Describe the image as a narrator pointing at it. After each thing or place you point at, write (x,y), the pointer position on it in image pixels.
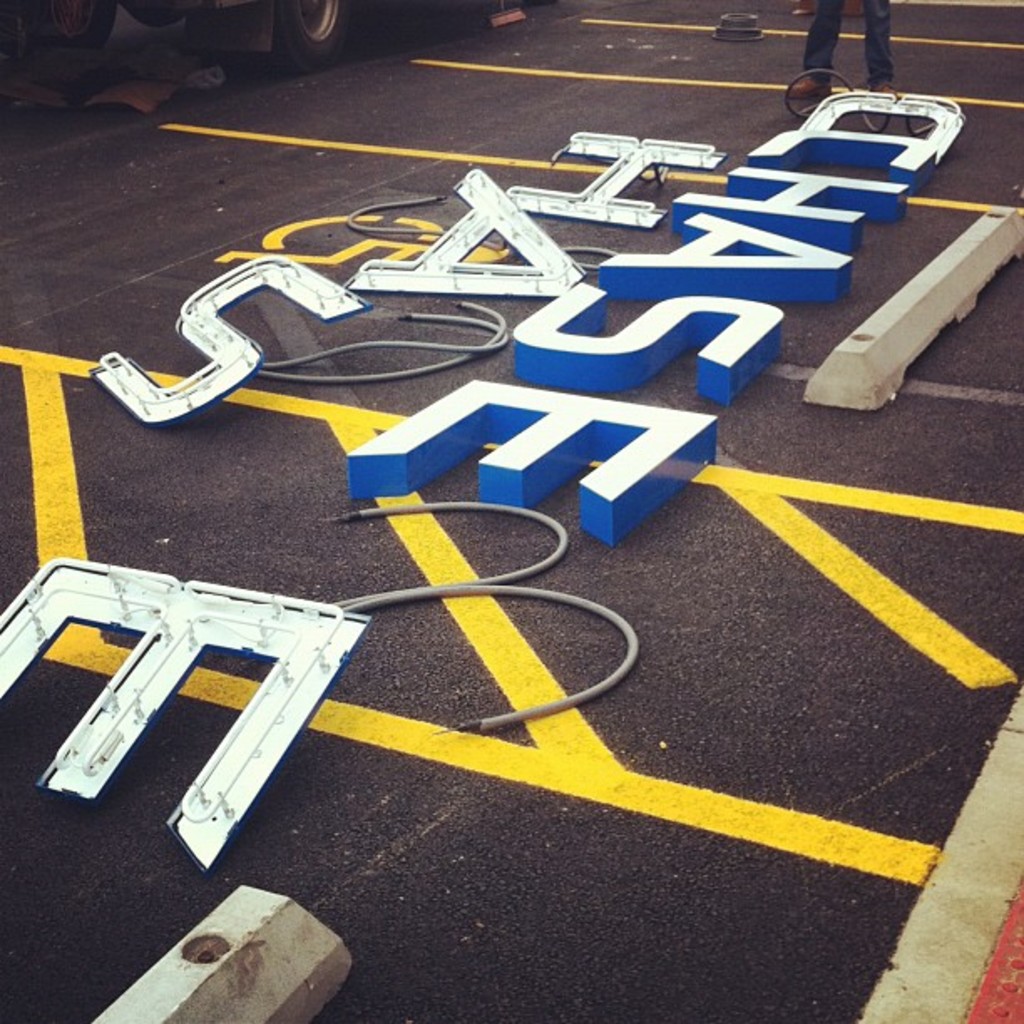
In this picture we can see few digital letters (584,420) on the road (562,611), in the background (176,13) we can see a vehicle (184,2) and legs (829,56) of a person (815,56).
